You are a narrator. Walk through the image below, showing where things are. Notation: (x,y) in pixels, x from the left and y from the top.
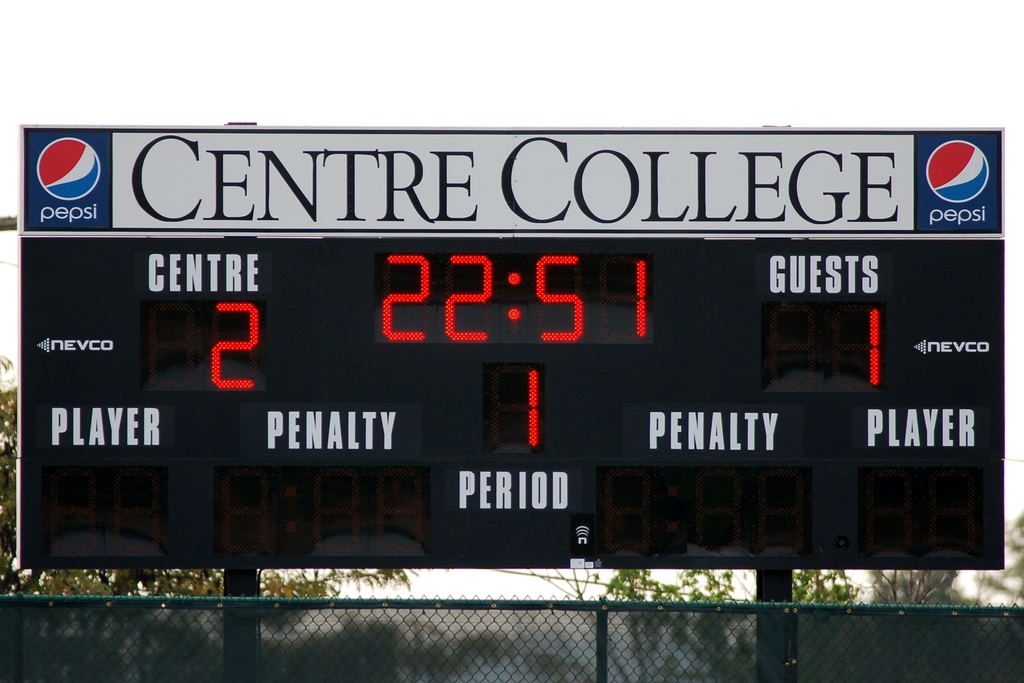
In this image we can see a display board (368,360) with name (413,196) on its top, fence (118,635), trees (165,574) and sky (544,111) in the background (11,132).
